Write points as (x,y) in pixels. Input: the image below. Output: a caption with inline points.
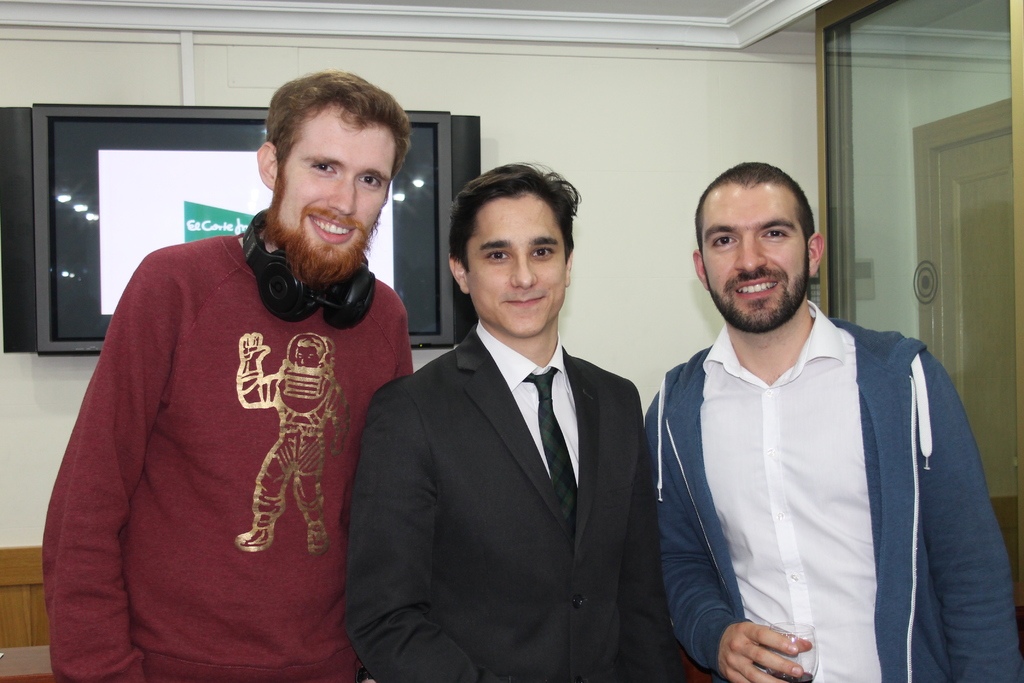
In this picture we can see three people (422,552) and they are smiling and in the background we can see the wall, screen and a mirror (1023,498).
